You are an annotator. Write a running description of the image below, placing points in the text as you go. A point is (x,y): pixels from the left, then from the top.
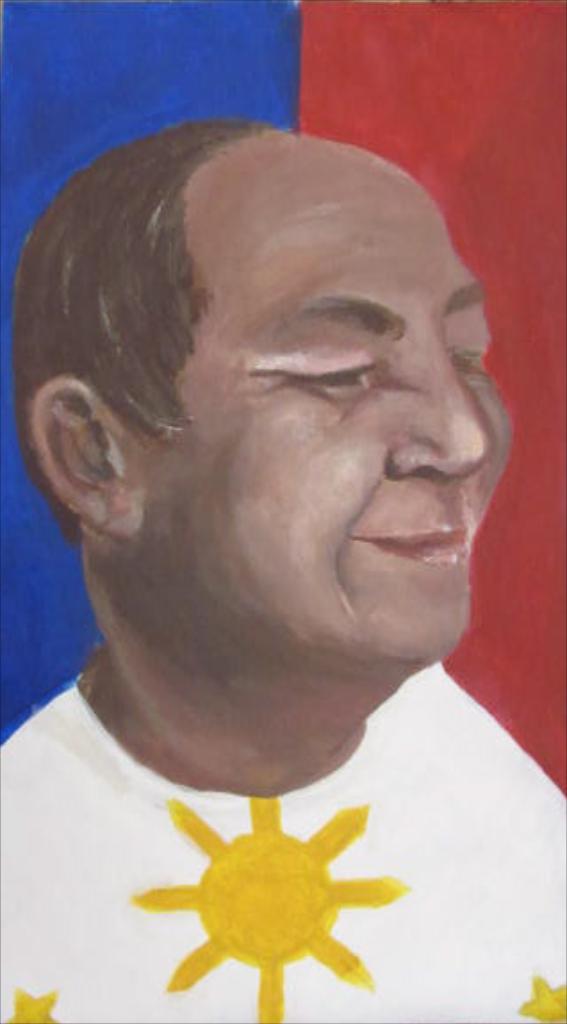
In the image there is a painting (215,504) of a person (229,725).
